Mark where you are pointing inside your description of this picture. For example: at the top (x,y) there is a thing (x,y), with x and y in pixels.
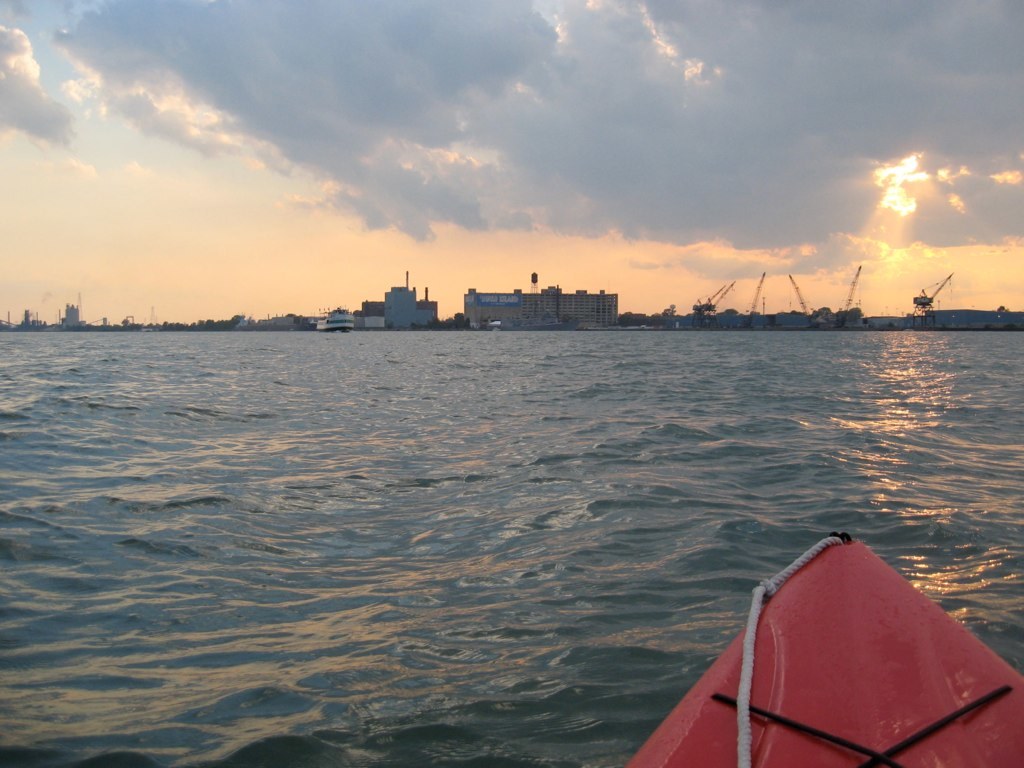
In the foreground of the picture (862,610) there is a boat (803,602) and water (371,405). In the center of the picture (412,313) there are buildings (389,314), trees (449,320) and cranes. On the right (877,268) those are sun rays (878,230). Sky (871,235) is cloudy.
